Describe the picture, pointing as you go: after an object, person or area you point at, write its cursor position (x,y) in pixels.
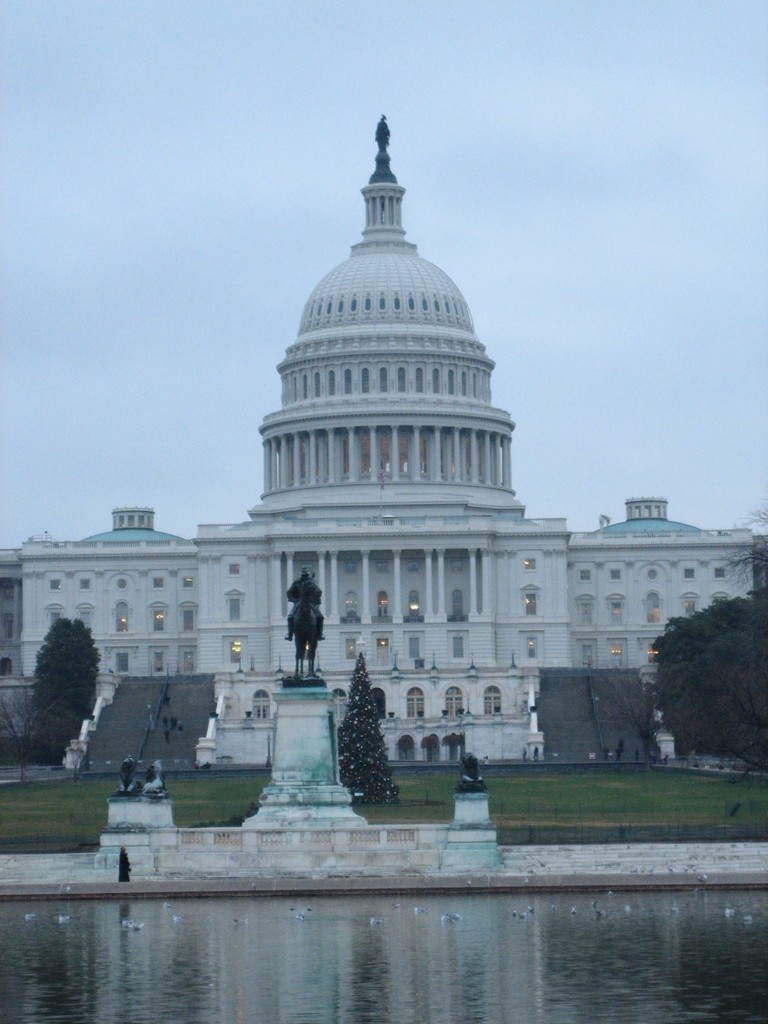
In this image we can see a building (439,643). On the building (367,631) we can see the windows (533,645). In front of the building (426,693) we can see the stairs (106,724), trees (642,718) and the statues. There are few birds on the water (389,950). At the top (152,107) we can see the sky (415,190).
